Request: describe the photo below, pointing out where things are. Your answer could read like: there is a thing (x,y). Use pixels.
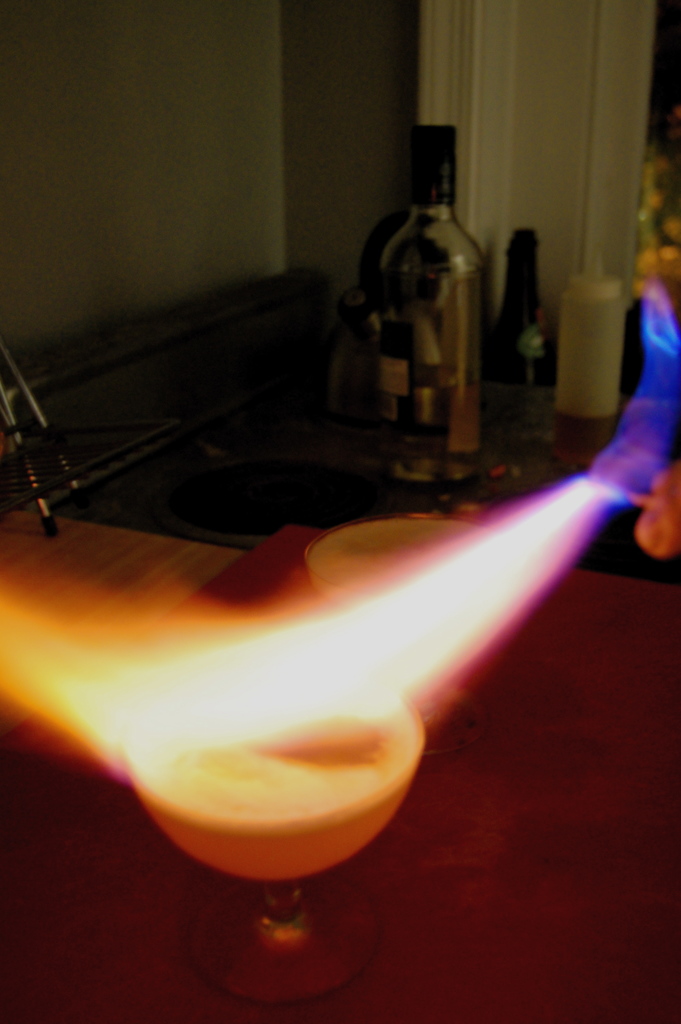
In the foreground of the picture (376,560) I can see two glasses (325,575) on the table (589,667) and there is a flame (443,615). I can see the alcohol bottles (582,344).
